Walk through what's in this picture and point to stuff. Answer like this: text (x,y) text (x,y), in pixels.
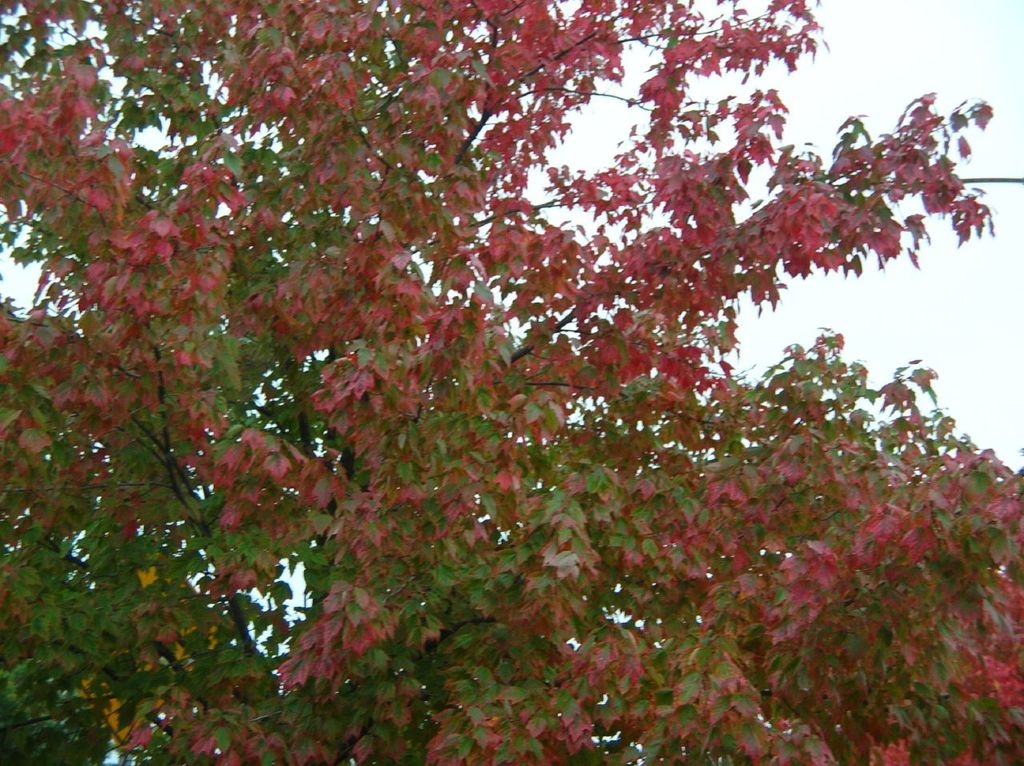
In this picture we can see trees (644,454). In the background (835,276) there is sky (907,333).
